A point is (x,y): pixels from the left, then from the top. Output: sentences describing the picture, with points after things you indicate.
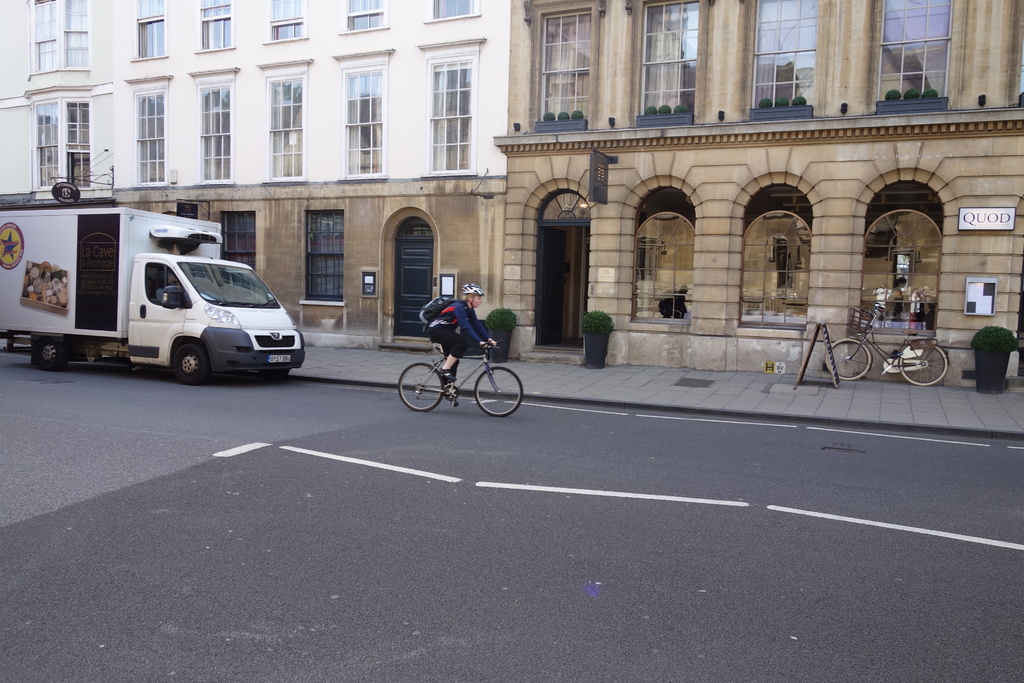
There is a person (458,311) riding a bicycle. This is a road (215,577). Here we can see a vehicle (220,325), bicycle (925,343), plants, boards (816,336), and glasses (568,56). In the background (292,119) we can see a building (517,59).
